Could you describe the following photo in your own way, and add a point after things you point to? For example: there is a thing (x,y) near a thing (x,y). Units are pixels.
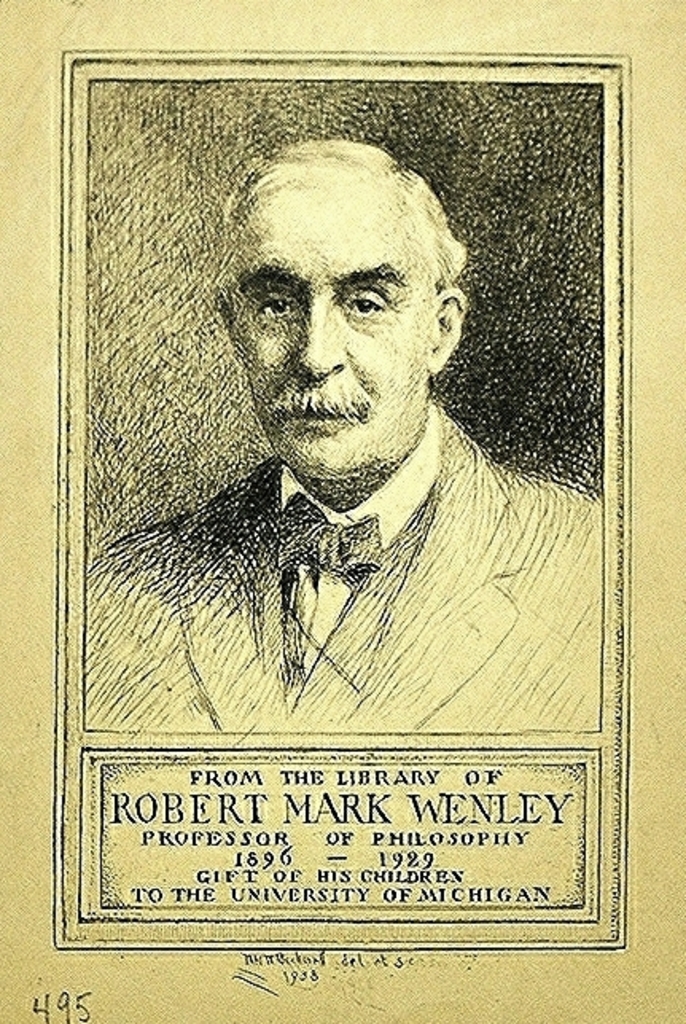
In the foreground of this poster, there is sketch (376,466) of a man (411,650) at the top (356,280) and text (404,853) at the bottom (432,883).
